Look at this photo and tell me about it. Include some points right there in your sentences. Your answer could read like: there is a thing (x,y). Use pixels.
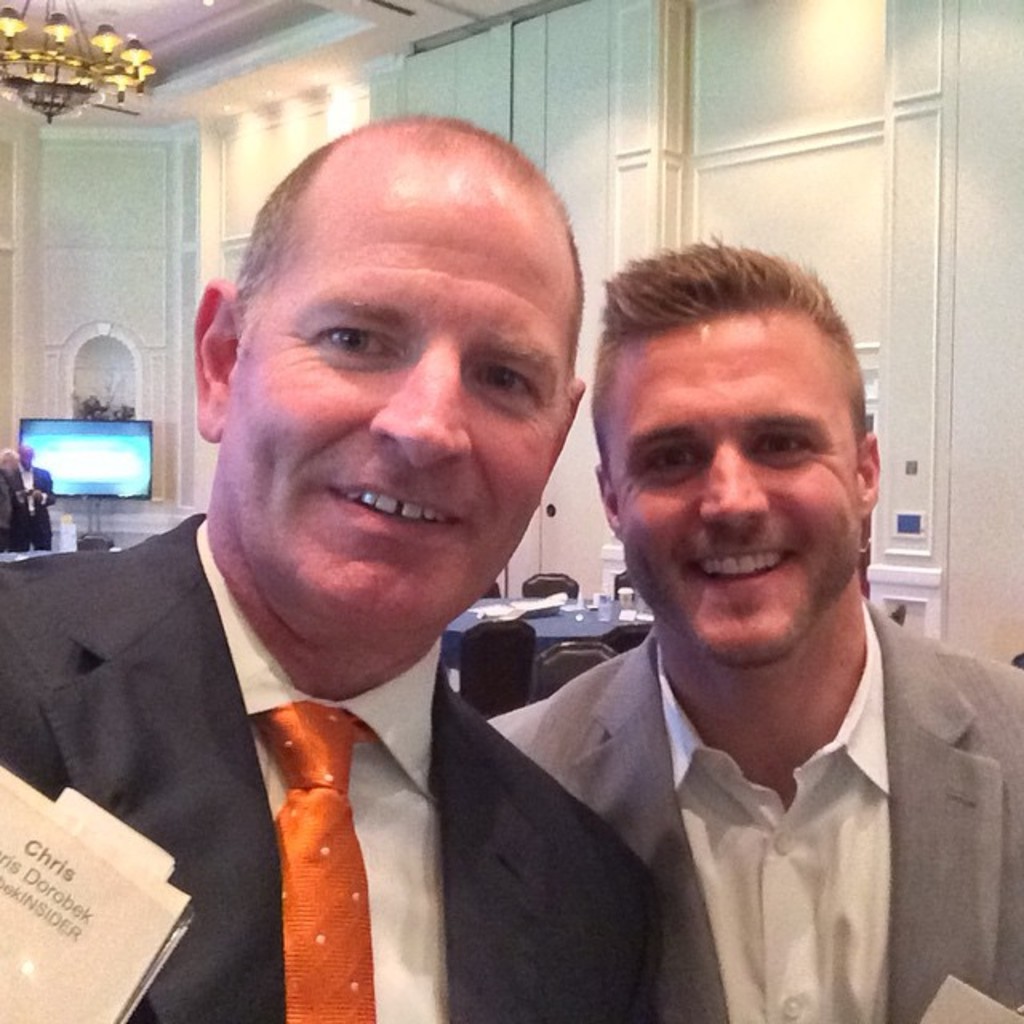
In the middle of the image (629,345) two persons (855,848) are standing and smiling. Behind them there is a table (589,611) and there are some chairs (560,589), on the table (571,615) there are some glasses (600,596) and papers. At the top of the image (769,46) there is wall (693,32), on the wall (494,39) there is a screen (117,485) and light (131,97).
